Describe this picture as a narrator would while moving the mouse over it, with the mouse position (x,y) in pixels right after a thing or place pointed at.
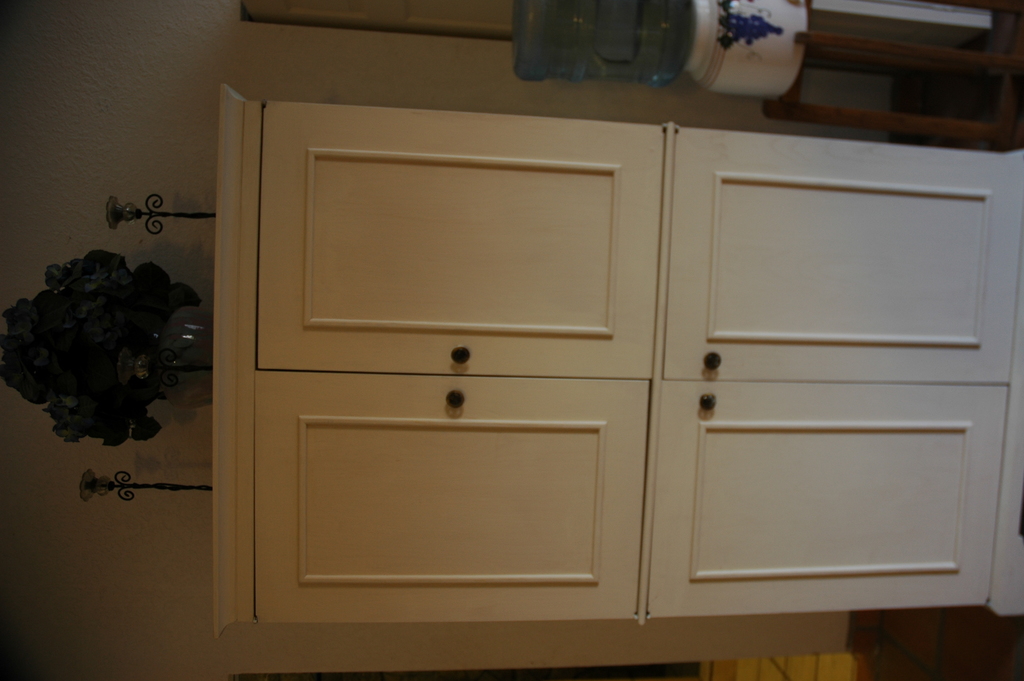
I can see the picture is in the left side direction in which I can see a flower flask (187,374). I can see the cupboards (509,352). In the background (504,93), I can see the wall (590,99) and some object (700,36) on the table (800,68).
